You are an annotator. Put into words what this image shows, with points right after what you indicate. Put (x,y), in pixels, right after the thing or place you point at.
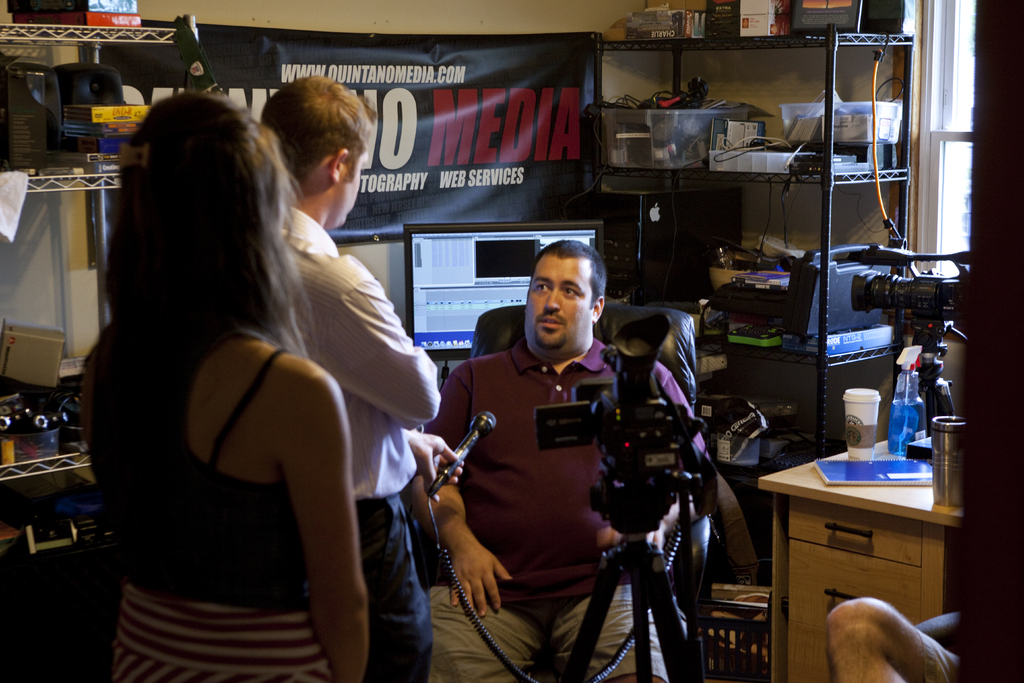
This picture describes about group of people (509,396), few are standing and a man (507,358) is seated on the chair (642,311), in front of him we can see a camera (579,437) and a microphone (453,467), behind him we can see a monitor (453,244), hoarding (429,148) and few boxes (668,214) in the racks (827,287), and we can see few bottles (897,406), cup (856,399), book (847,468) and other things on the table (839,486).
